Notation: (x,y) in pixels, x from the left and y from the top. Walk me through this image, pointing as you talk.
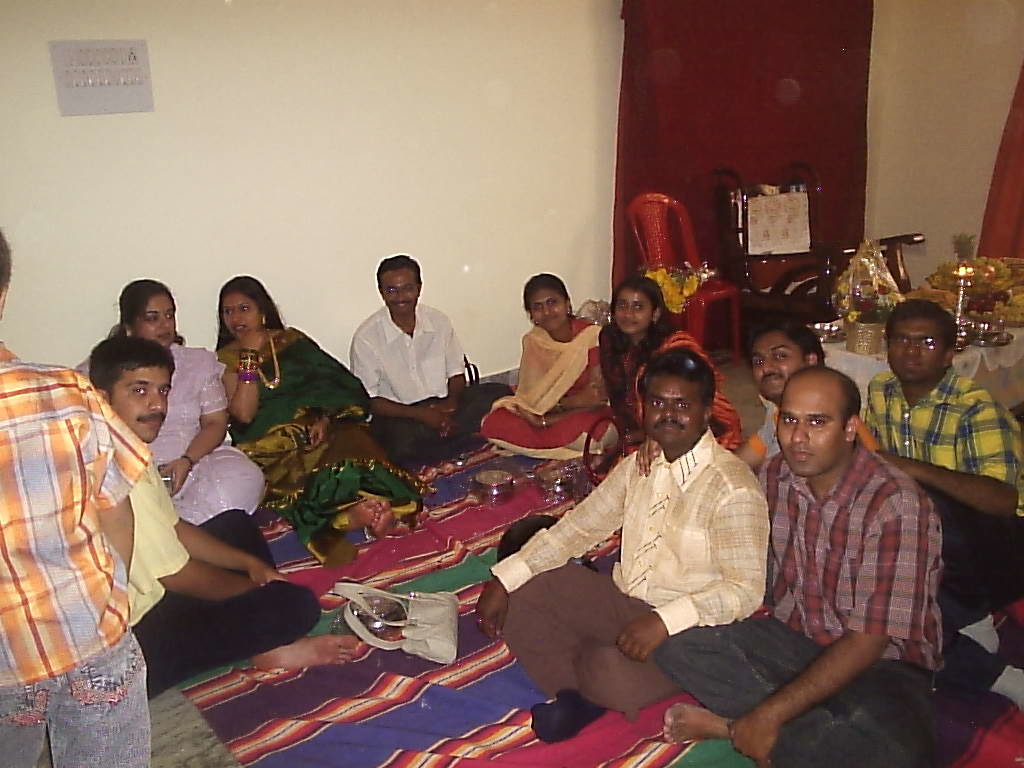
In this picture there are people (884,401) those who are sitting on the floor (724,367) right and left side of the image (138,414), there is a chair (759,272) and flowers (849,293) in the background area of the image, there is a switch board (131,98) in the top left side of the image (108,83).
